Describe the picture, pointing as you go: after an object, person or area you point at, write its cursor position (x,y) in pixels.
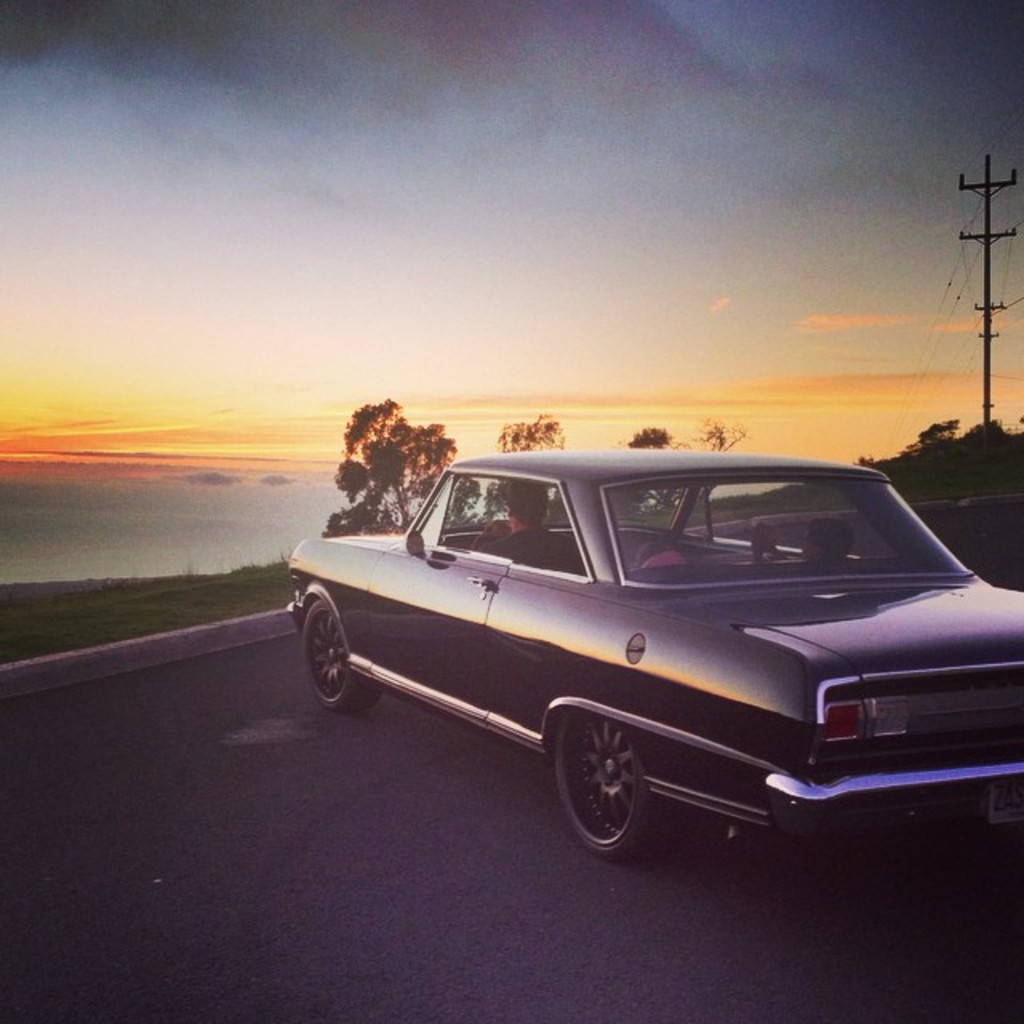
In this image we can see two persons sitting in a car (645,670), which is on the road (414,774), there are some trees (638,445), grass (91,608), poles (987,374), and wires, also we can see the sky (971,326).
